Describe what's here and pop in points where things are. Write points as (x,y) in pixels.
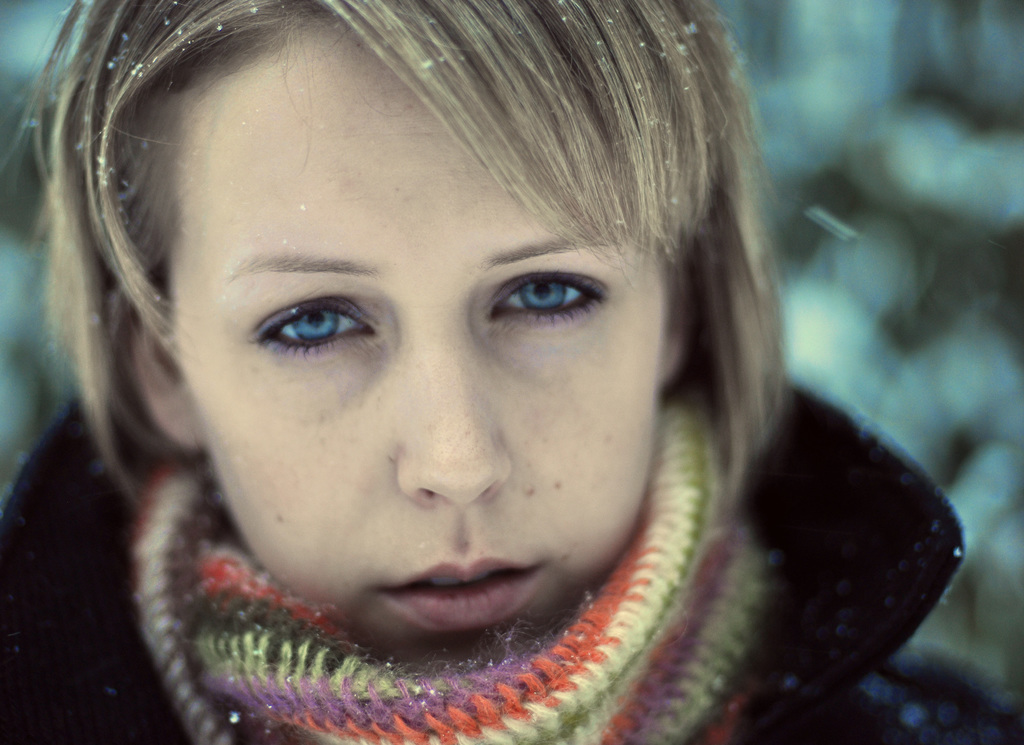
In this image we can see a lady (617,360) wearing a jacket (37,450) and a scarf (155,523). The background of the image (875,56) is not clear.
